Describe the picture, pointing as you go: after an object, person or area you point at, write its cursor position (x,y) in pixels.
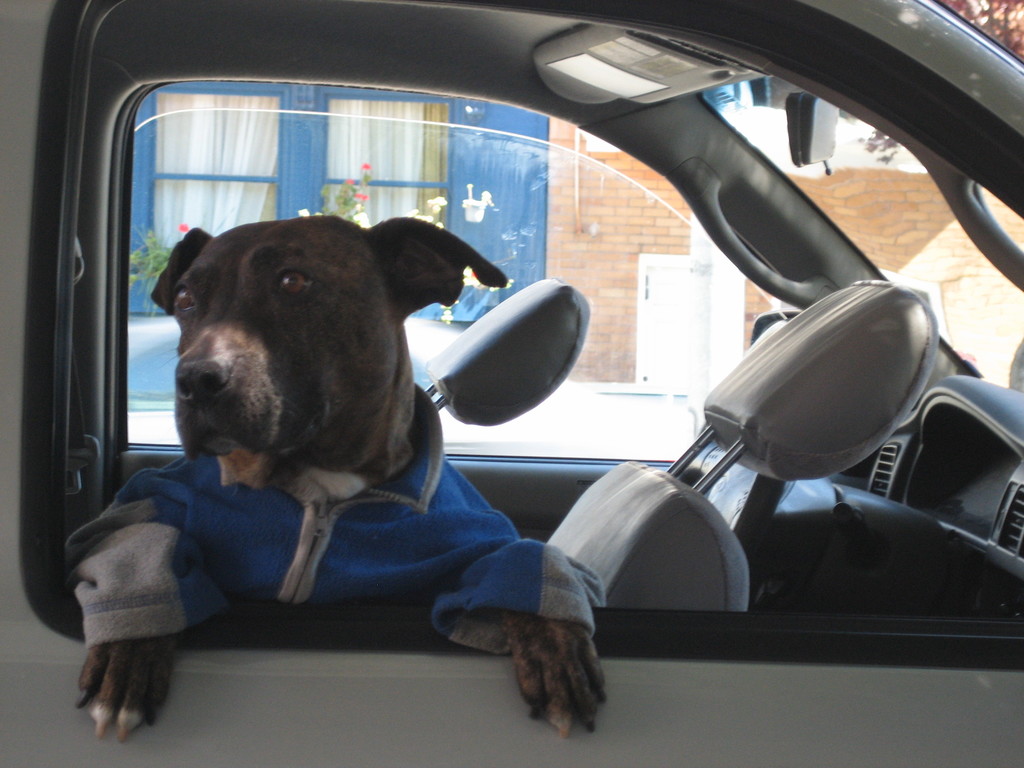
In the middle of the image (422,277) there is a dog (403,232) in the vehicle (709,173). Behind the vehicle (551,106) there are some plants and there is a building (853,176).
